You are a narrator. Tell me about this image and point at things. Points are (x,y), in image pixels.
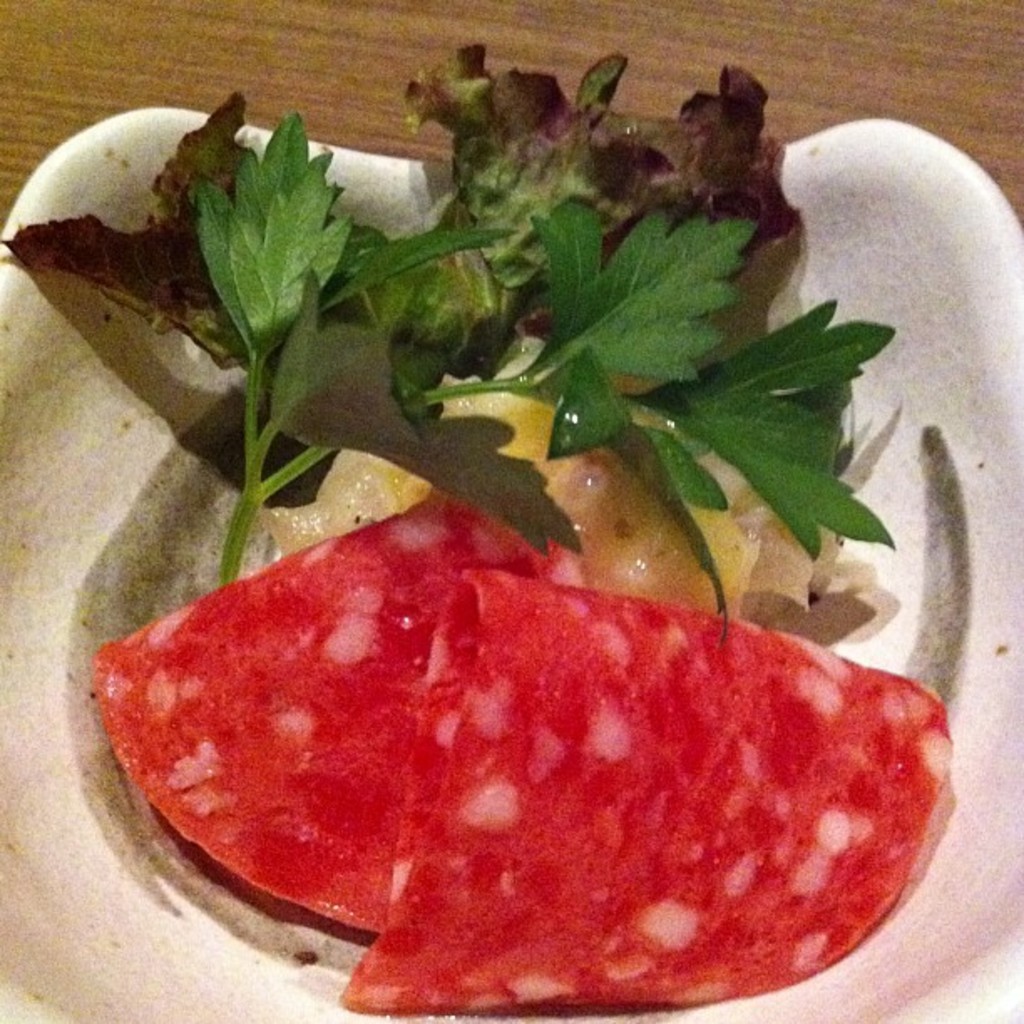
In this image we can see a bowl (355,483) which consists of food (238,693) and is placed on the table (235,83).
